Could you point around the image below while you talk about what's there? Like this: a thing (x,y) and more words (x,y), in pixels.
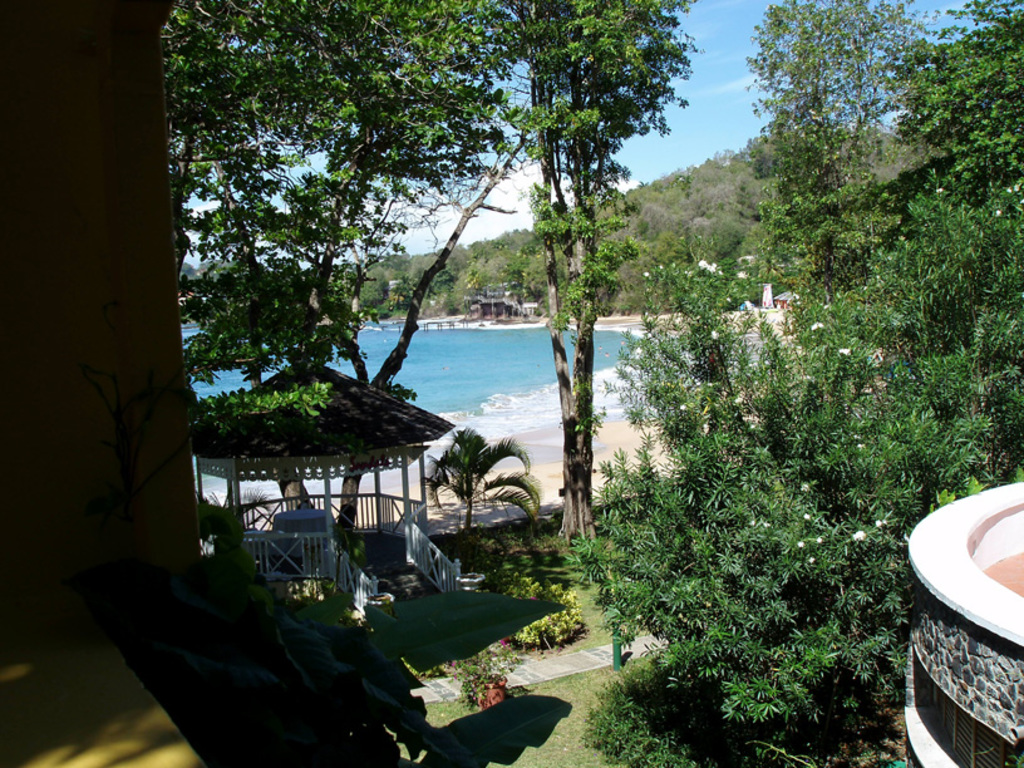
In the image on the right side (974,610) there is a wall (951,611). And there is a hut (337,452) with roof (374,443), poles (405,485) and railings (419,539). And also there are many trees (266,416). Behind them there is water (475,359) and also there is a sea shore (499,439). And there is a hill (530,265) with trees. At the top of the image (502,191), behind the trees (578,44) there is sky (692,69).
